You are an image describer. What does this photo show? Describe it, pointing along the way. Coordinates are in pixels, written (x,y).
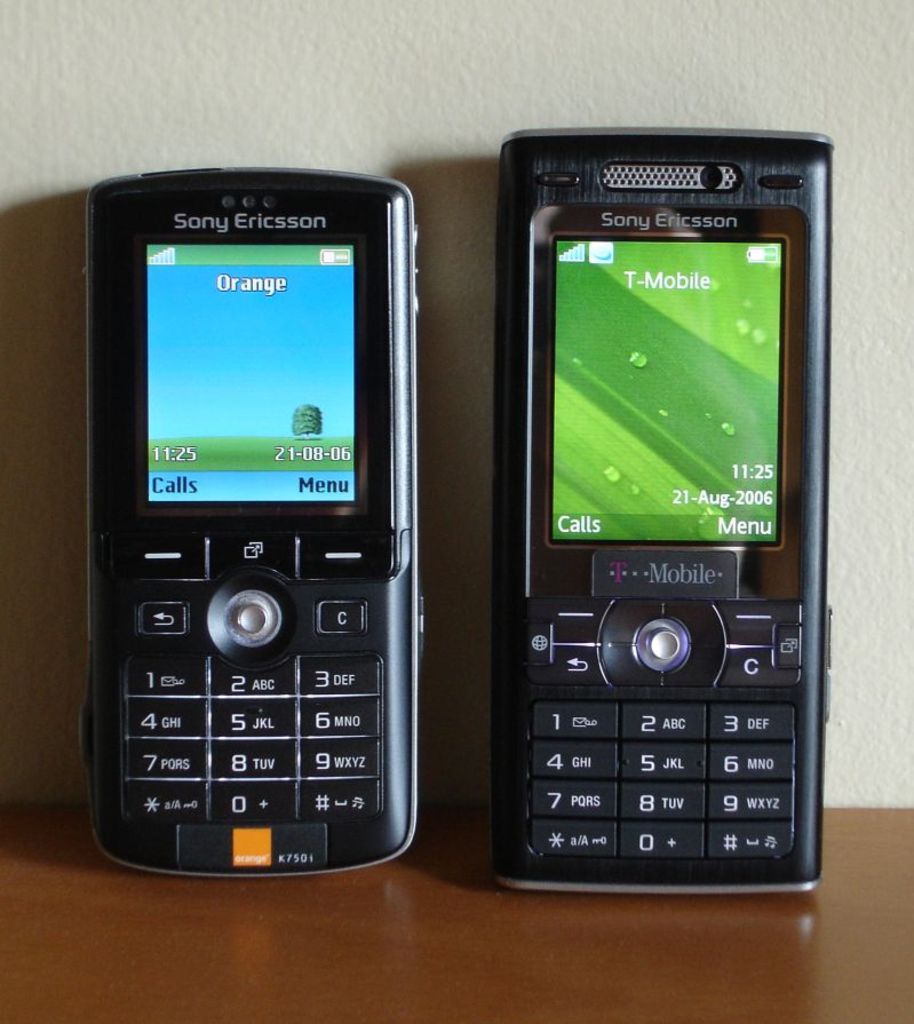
In this given picture, we can see a wall (591,112) and a table (498,942) on which two mobiles (97,229) are placed.
